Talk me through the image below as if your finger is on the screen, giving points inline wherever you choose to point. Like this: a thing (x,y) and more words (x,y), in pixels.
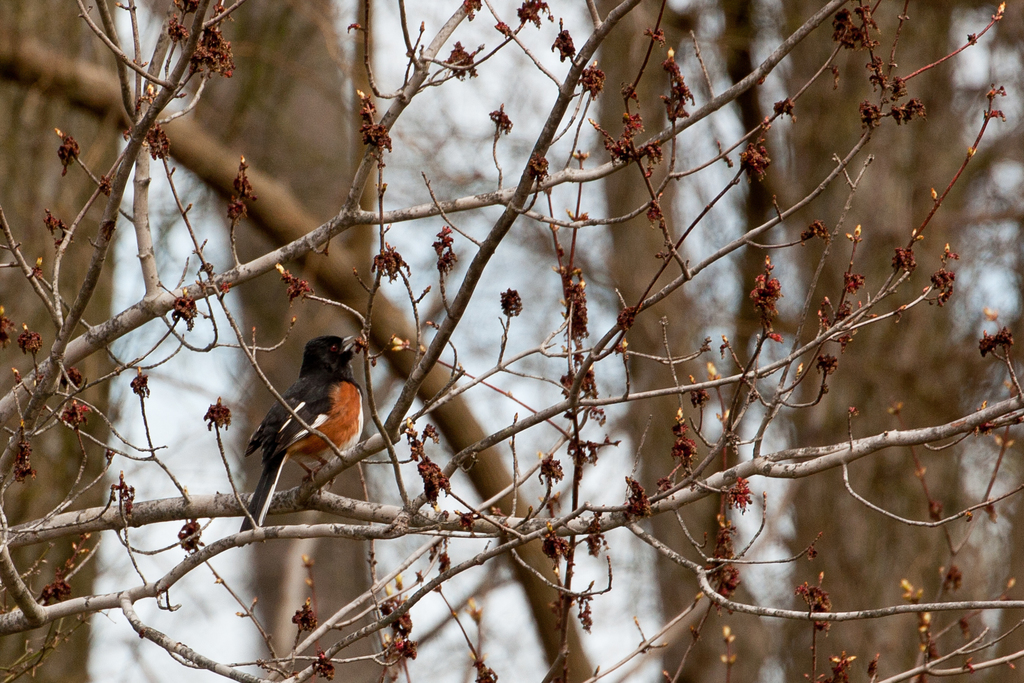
This image consists of a bird (322,405) in brown and black color is sitting on a stem (356,457). There are many trees (145,302) in this image.
